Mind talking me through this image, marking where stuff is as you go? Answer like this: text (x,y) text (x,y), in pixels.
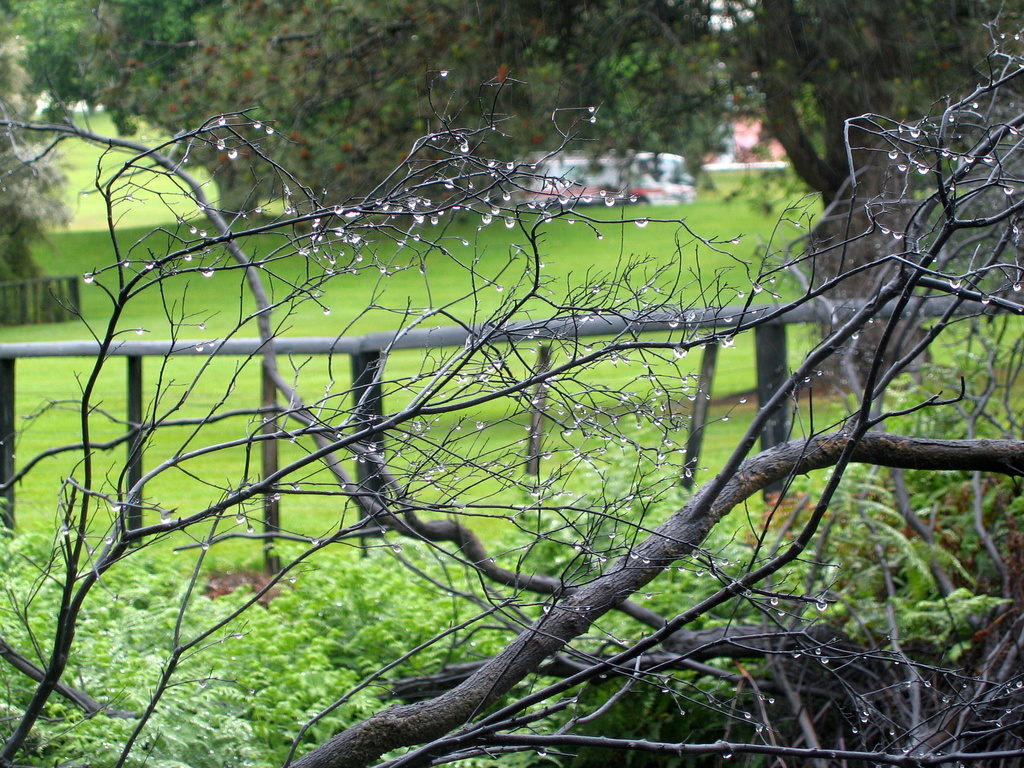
In this picture we can see grass (635,248) here, at the bottom (339,610) there are some plants (342,605), in the background (292,51) we can see trees (466,20), there is some wood (825,649) here.
